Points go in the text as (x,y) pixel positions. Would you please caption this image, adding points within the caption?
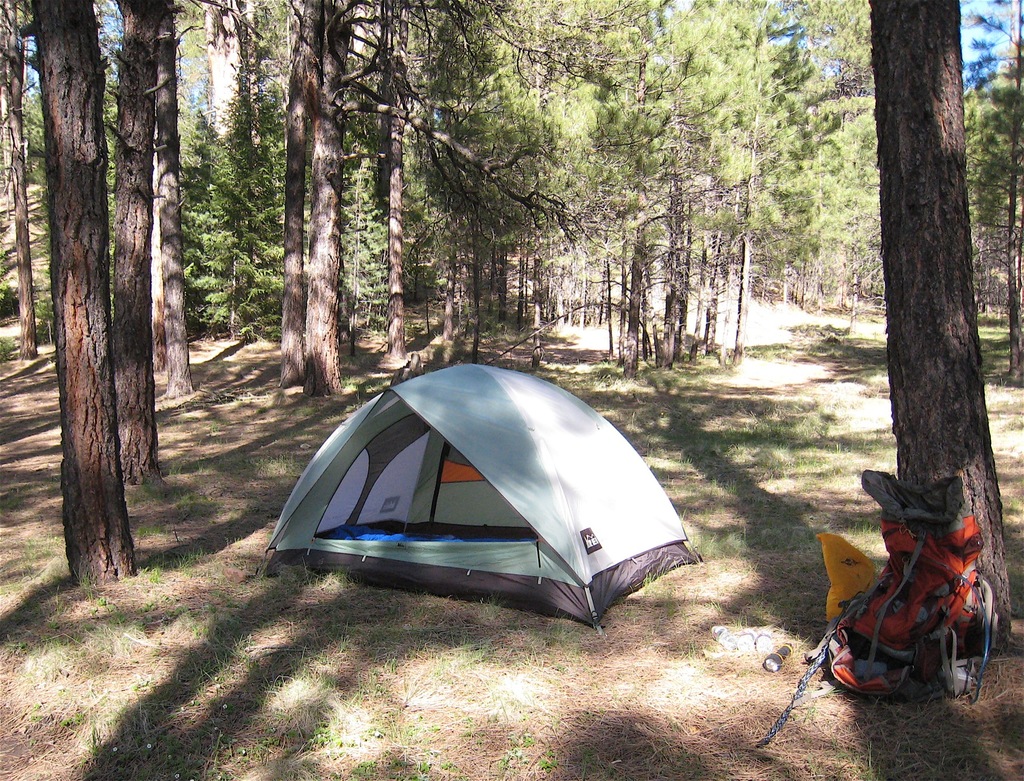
In this image I can see an open grass ground (797,432) and on it I can see a tent house (575,456), shadows (500,637), number of trees (990,450) and on the right side of this image (827,551) I can see a bag (846,623) and few other stuffs (810,667). I can also see the sky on the top right side of this image (978,15).
